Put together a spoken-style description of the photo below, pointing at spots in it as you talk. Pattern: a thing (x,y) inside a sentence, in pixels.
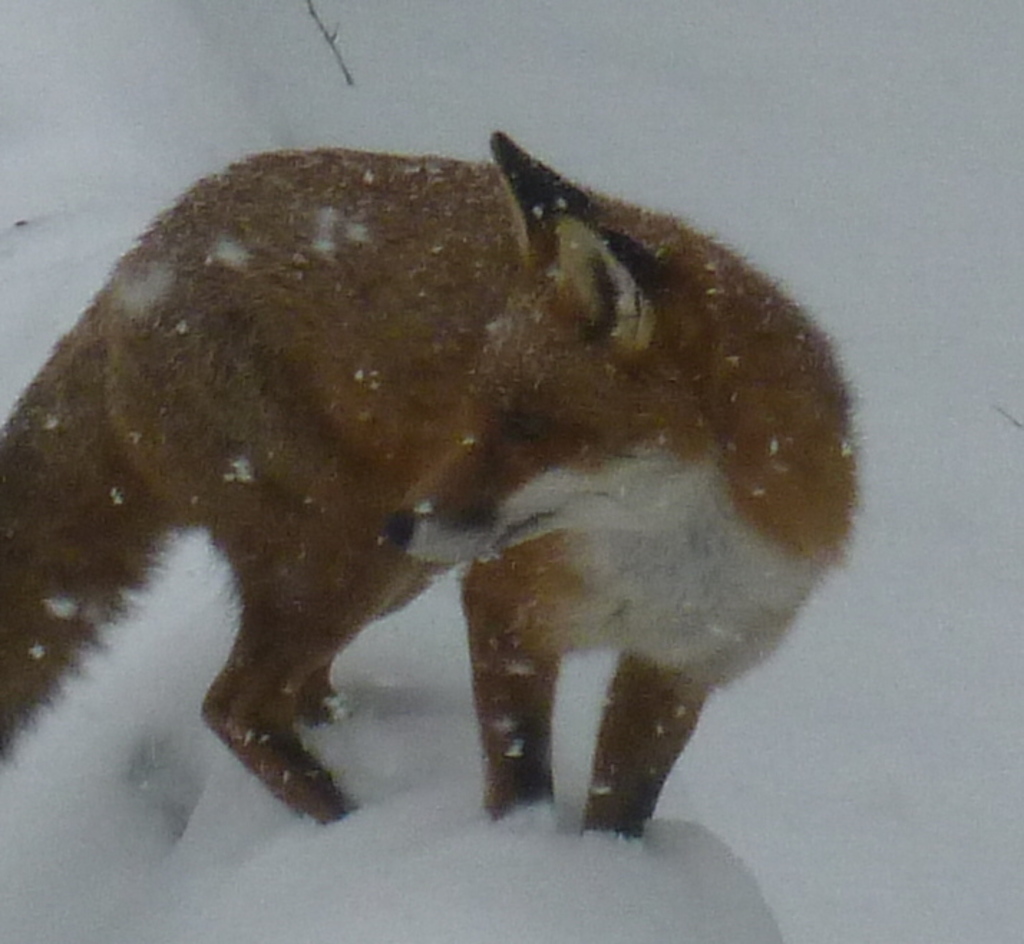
In the center of the image (567,485) we can see a fox (626,499). In the background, we can see snow (625,186).
